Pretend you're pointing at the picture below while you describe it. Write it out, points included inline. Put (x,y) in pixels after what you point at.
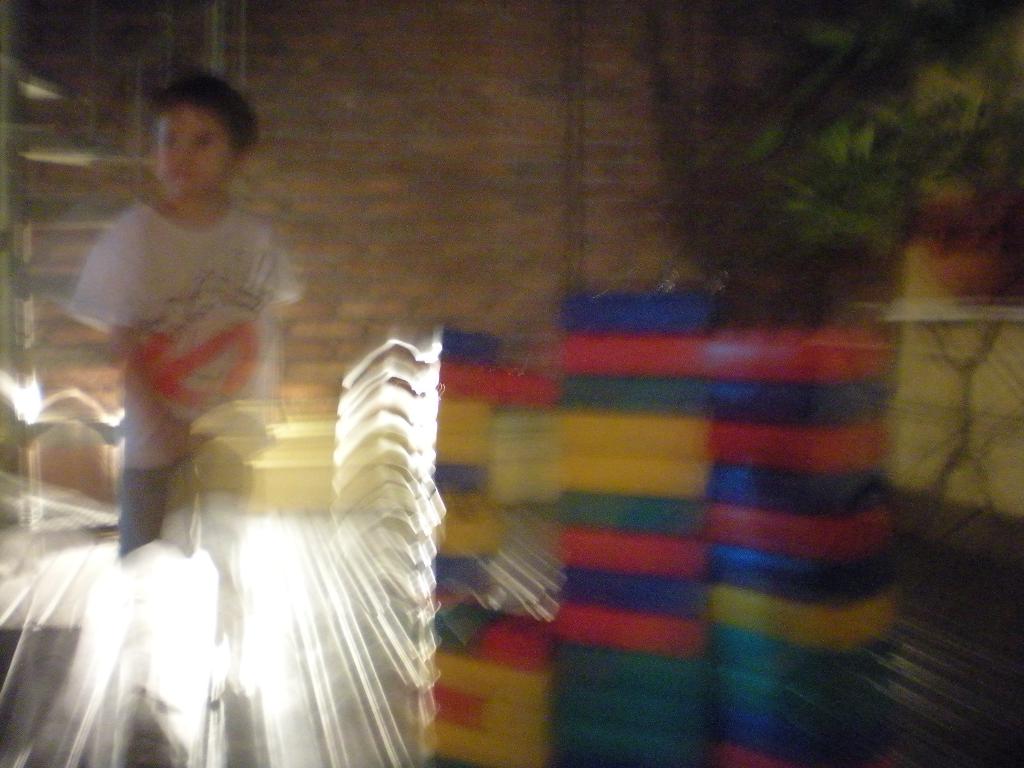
In this image there is a reflection (58,413) of glass door (374,550) where we can see a child (125,224), few blocks (563,442), flower pots (943,244) and the wall (556,209).
